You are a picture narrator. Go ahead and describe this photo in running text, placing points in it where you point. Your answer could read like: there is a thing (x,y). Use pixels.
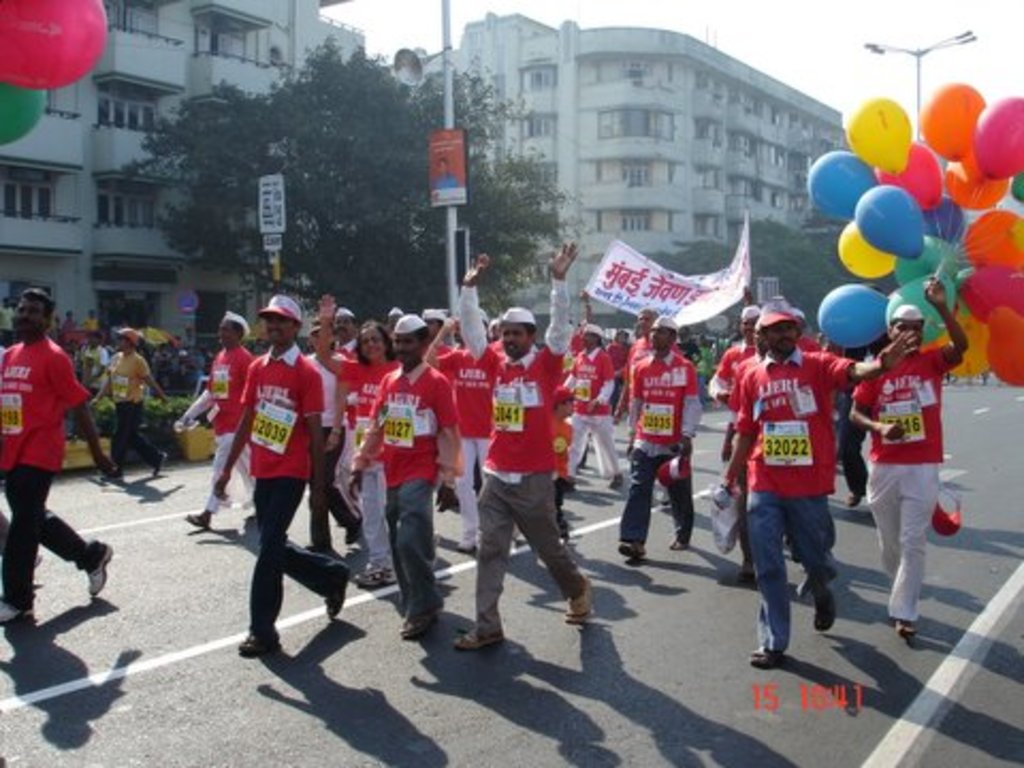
In this image we can see some group of persons (486,483) wearing red color T-shirt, holding some balloons (1002,284), boards (592,296) in their hands (566,250) walking through the road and on left side of the image (251,170) there are some buildings (215,82), trees (199,165), lights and clear sky (859,10).
